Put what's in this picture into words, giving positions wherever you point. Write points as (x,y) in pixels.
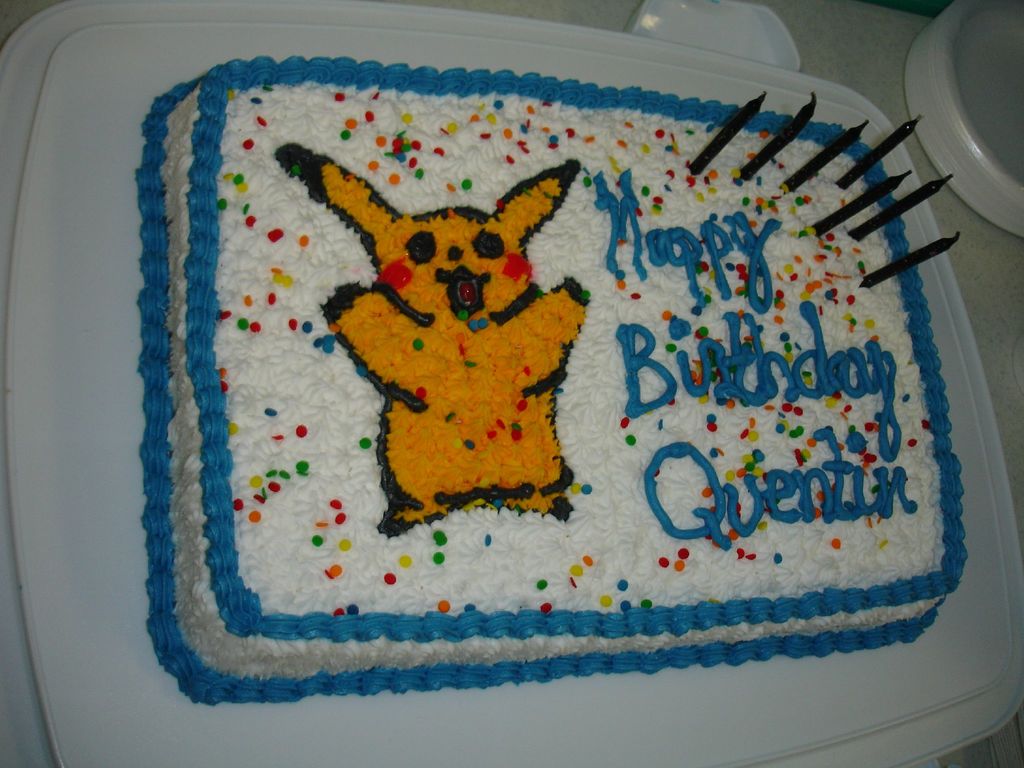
In this image, I can see a cake (552,616) with candles (888,213), which is placed on the table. At the top right side of the image (986,158), I can see the plates (950,148).
